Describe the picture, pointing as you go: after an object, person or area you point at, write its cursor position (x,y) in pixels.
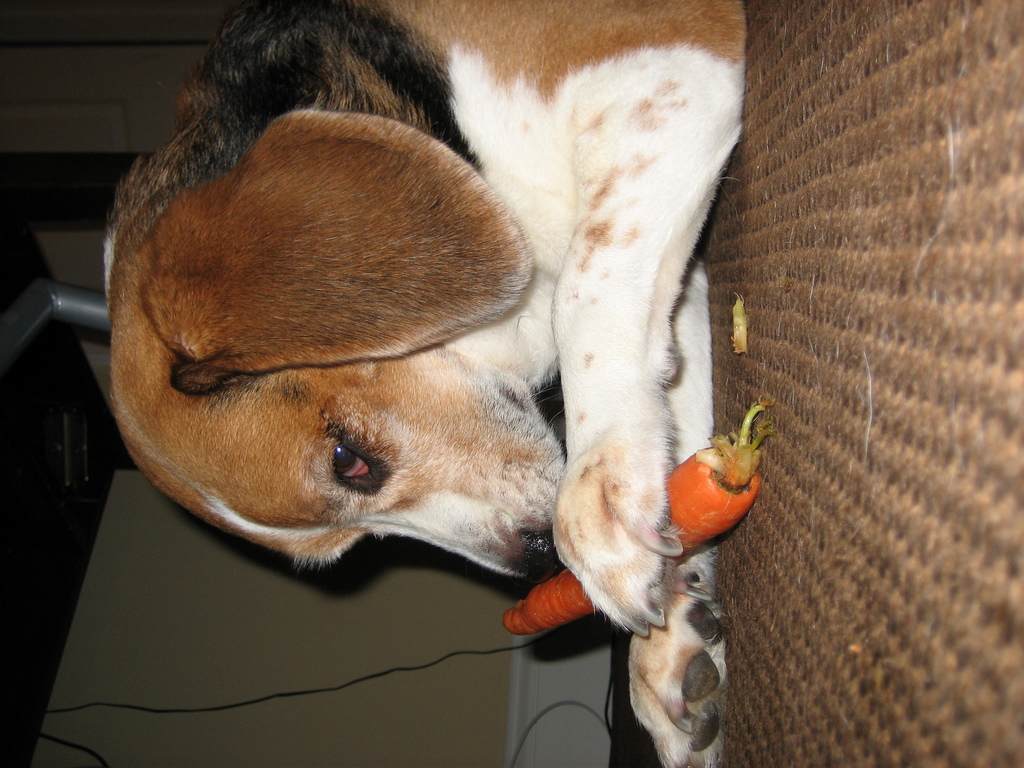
In this image I can see a dog (361,450) in front (540,220) which is of black, brown and white color and it is holding a carrot (715,498) and I can see the brown color surface (873,332). On the bottom left of this picture (12,651) I can see a wire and a thing (18,581).
